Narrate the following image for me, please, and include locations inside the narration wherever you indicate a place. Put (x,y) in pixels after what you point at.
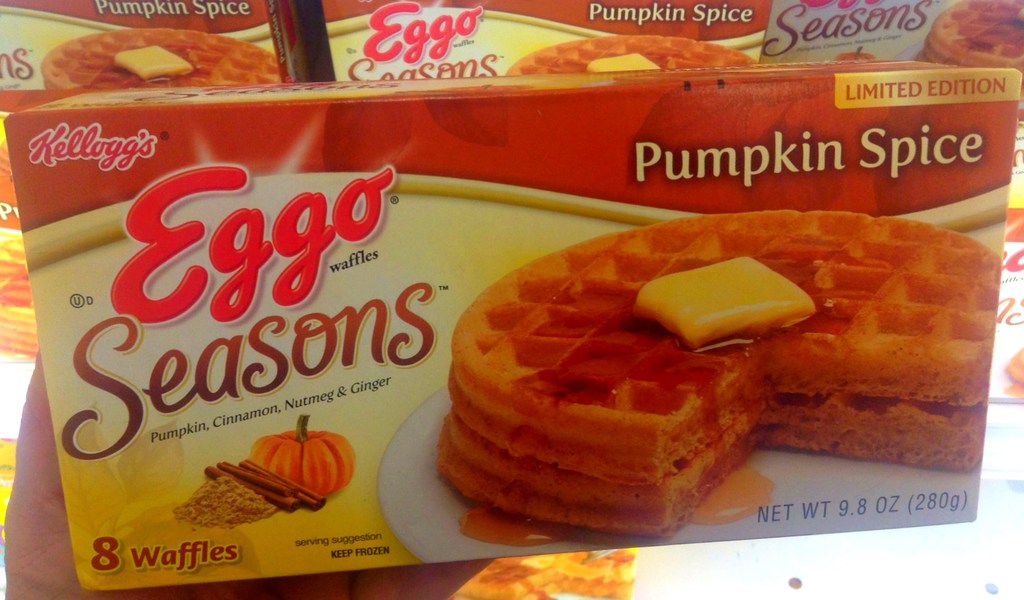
In this image I can see a human hand (44,485) holding a box (743,527) which is red, yellow and white in color. In the background (616,64) I can see few other boxes (499,63).
